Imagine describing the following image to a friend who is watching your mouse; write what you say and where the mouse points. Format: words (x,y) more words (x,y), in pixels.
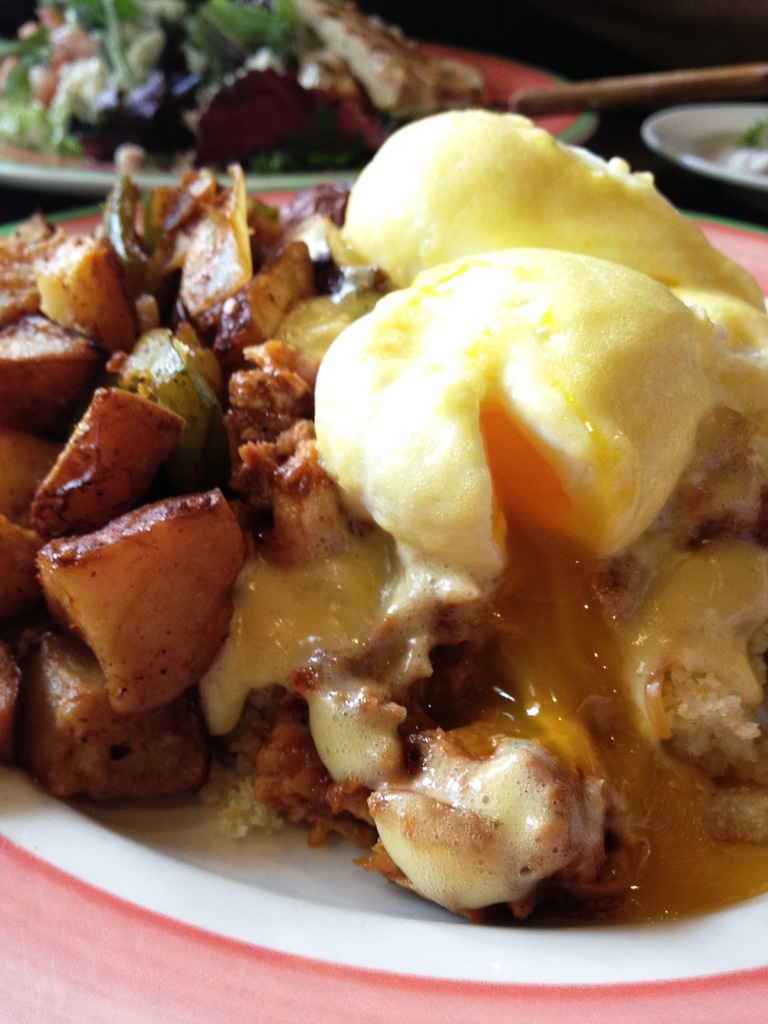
We can see food (278,403) with plates (688,130) and stick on surface (667,69).
